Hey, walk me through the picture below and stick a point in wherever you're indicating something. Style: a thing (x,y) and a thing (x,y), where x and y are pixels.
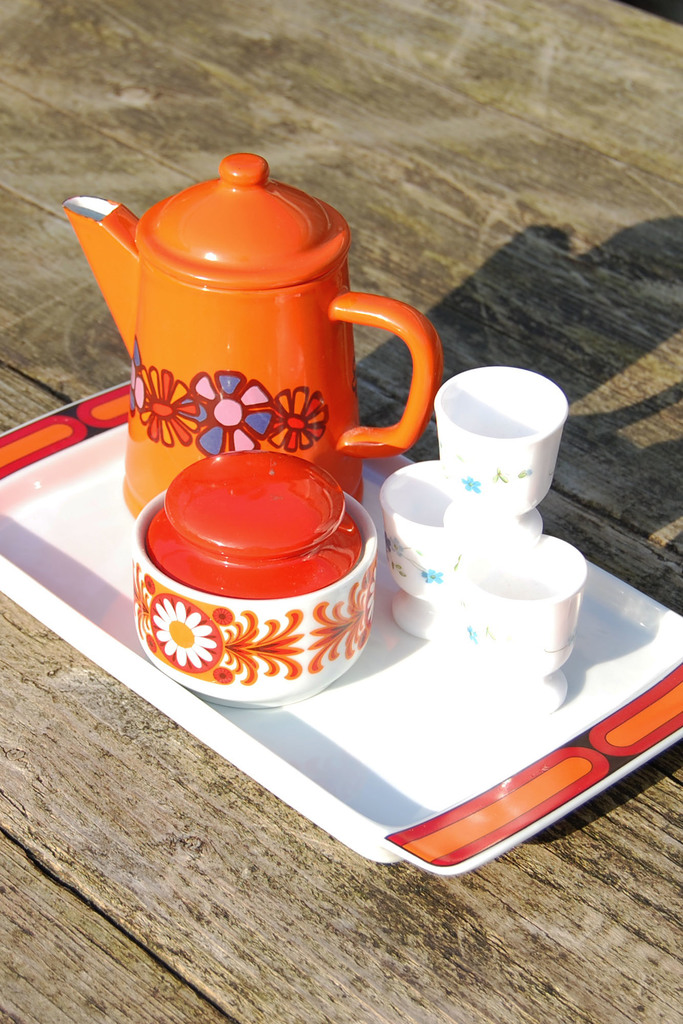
In this image we can see a table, on the table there are jug (280,303), cups (534,655), a bowl (260,608) with lid (260,565) on a tray (215,744).
